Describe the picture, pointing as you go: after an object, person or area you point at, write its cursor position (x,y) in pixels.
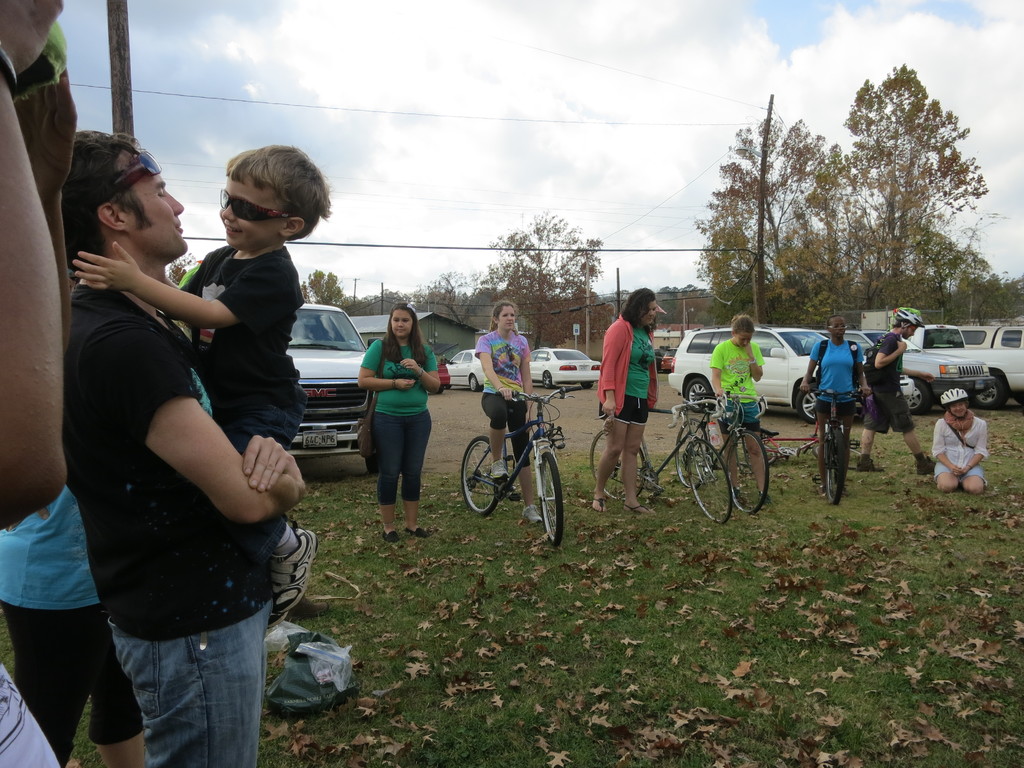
at the left side of the image (152,531) there are people (130,389) standing. at the right (744,365) there are people (524,373) standing and holding bicycles (689,456). behind them there are many cars (983,340). behind the cars (767,337) there are many trees (488,303).
